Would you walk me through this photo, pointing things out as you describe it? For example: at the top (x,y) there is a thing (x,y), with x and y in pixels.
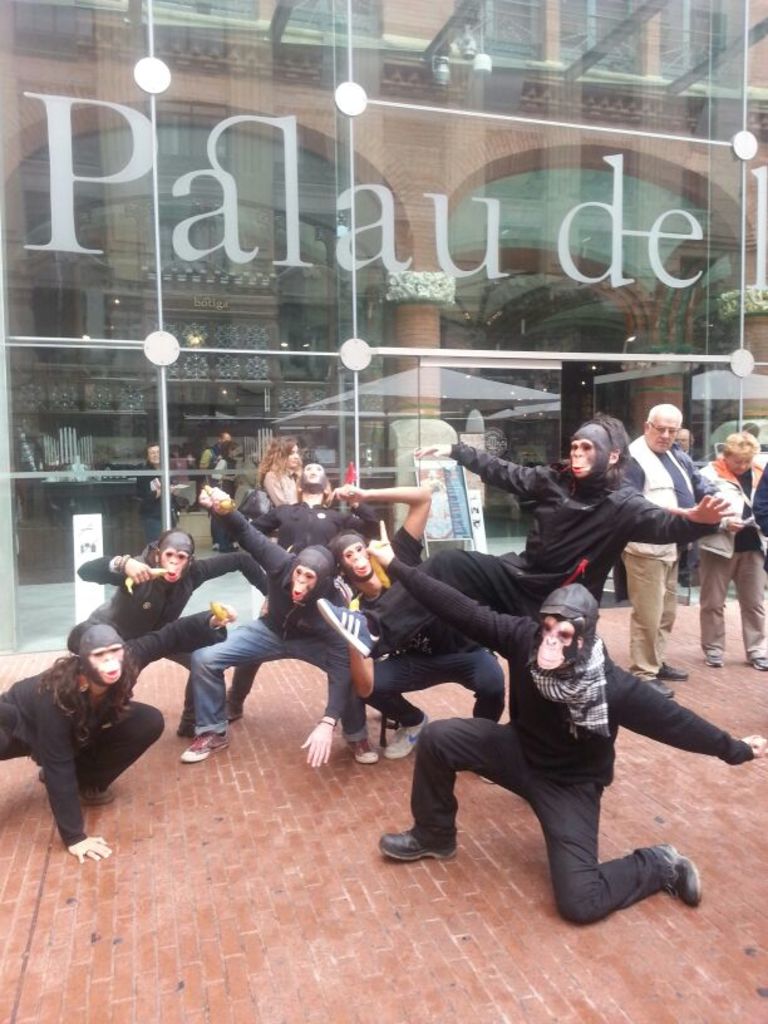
In the center of the image (397,671) we can see a few people (349,670) are performing and they are in different costumes (294,649). And we can see they are wearing masks (543,627). In the background (344,289) there is a building (358,99), glass (562,76), pillars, few people (753,596) are standing and a few other objects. And we can see some text (487,200) on the wall (487,200).
